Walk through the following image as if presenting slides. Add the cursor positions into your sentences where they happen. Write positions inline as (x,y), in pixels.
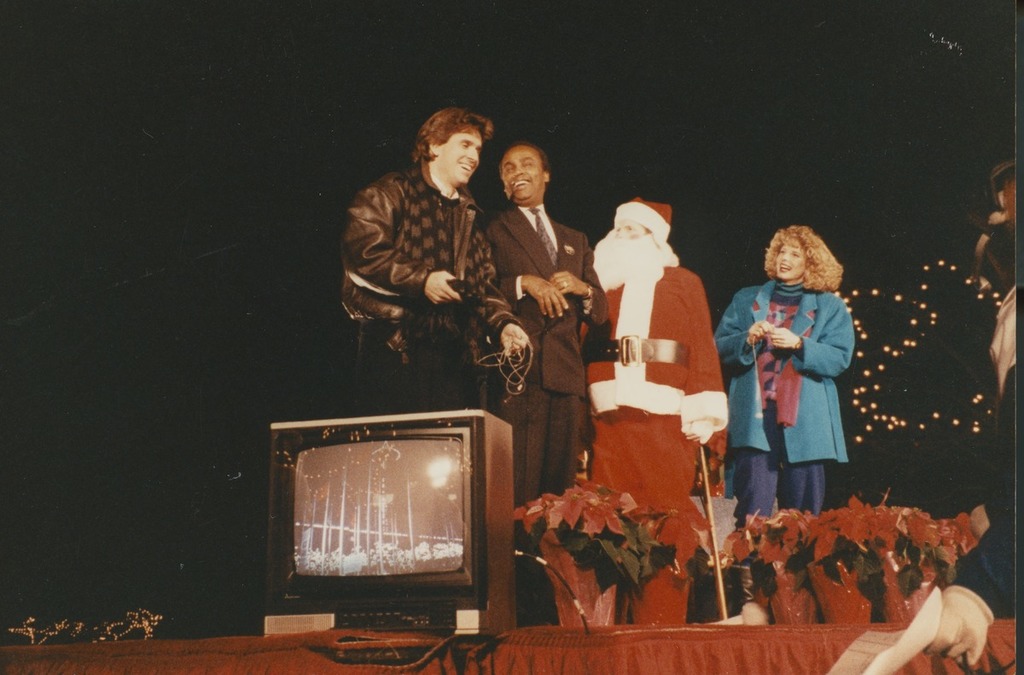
In the picture I can see a man (397,316) wearing black color jacket (420,308), a man (557,298) wearing black color blazer (549,339) and a person (642,416) wearing Santa Claus dress (628,390) and woman (745,393) wearing blue color jacket (736,393) are standing on the stage (228,668). Here I can see television (431,530) and flowers (898,535) are placed. The background of the image (964,25) is dark.
